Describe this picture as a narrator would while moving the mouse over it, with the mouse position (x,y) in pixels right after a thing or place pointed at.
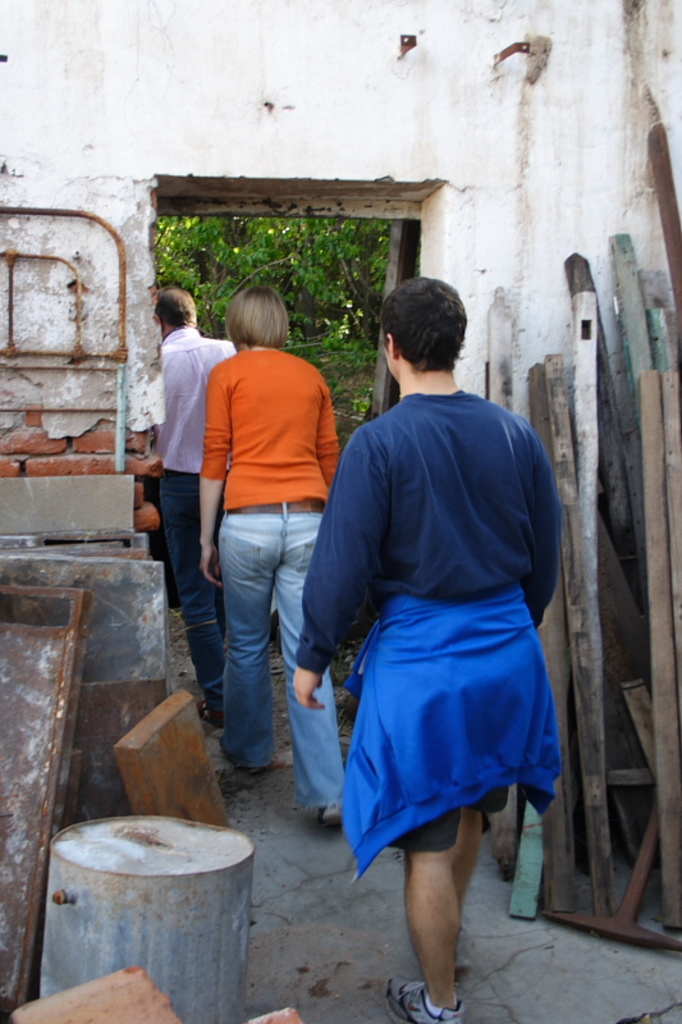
In this image, we can see people (377,702) and in the background (123,350), there are rods (78,307), logs (680,700), metal sheets (145,750) and we can see an object (162,846). In the background (266,242), there are trees (262,249) and there is a wall (511,301).
